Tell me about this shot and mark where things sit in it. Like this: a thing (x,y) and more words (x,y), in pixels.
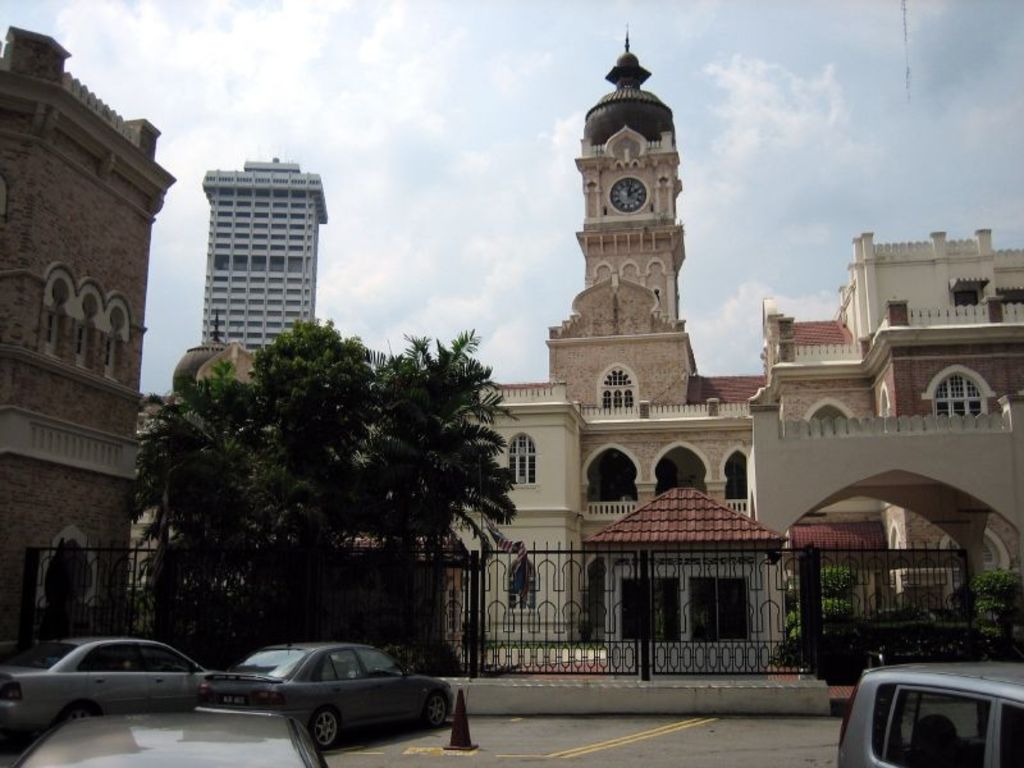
In this image we can see some buildings (897,539) and there are some trees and plants (994,628). We can see some vehicles (91,680) and there is a fence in front of the building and at the top (496,72) we can see the sky (364,99) with clouds (500,152).
